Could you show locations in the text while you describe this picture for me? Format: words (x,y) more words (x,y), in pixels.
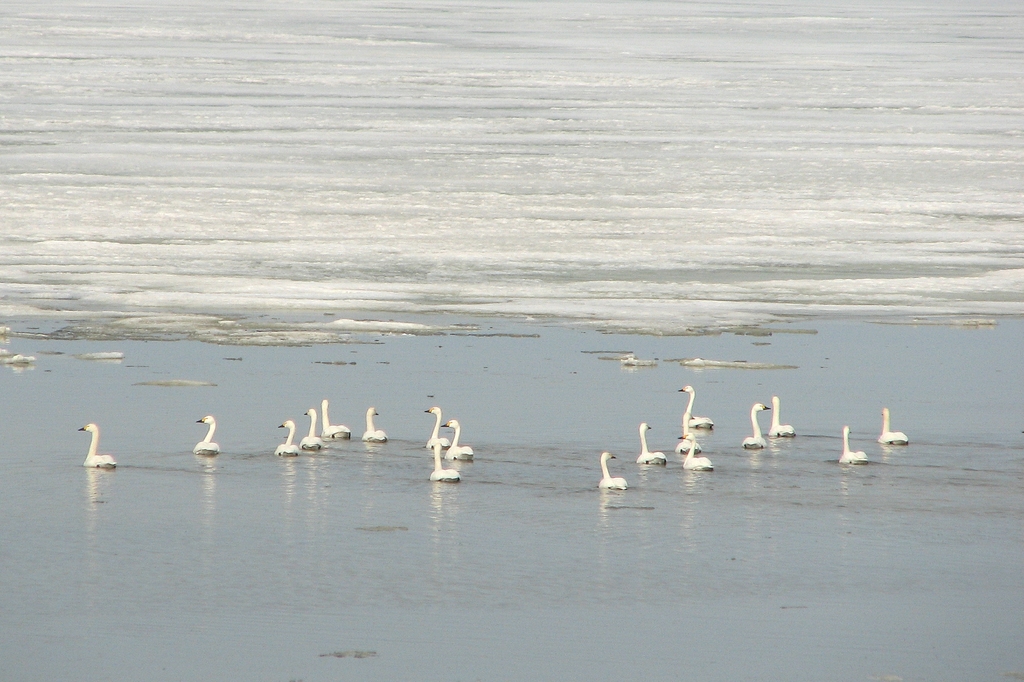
In this picture I can see there are swans (295,449) swimming and there is ice (659,247) on the water (581,354).
